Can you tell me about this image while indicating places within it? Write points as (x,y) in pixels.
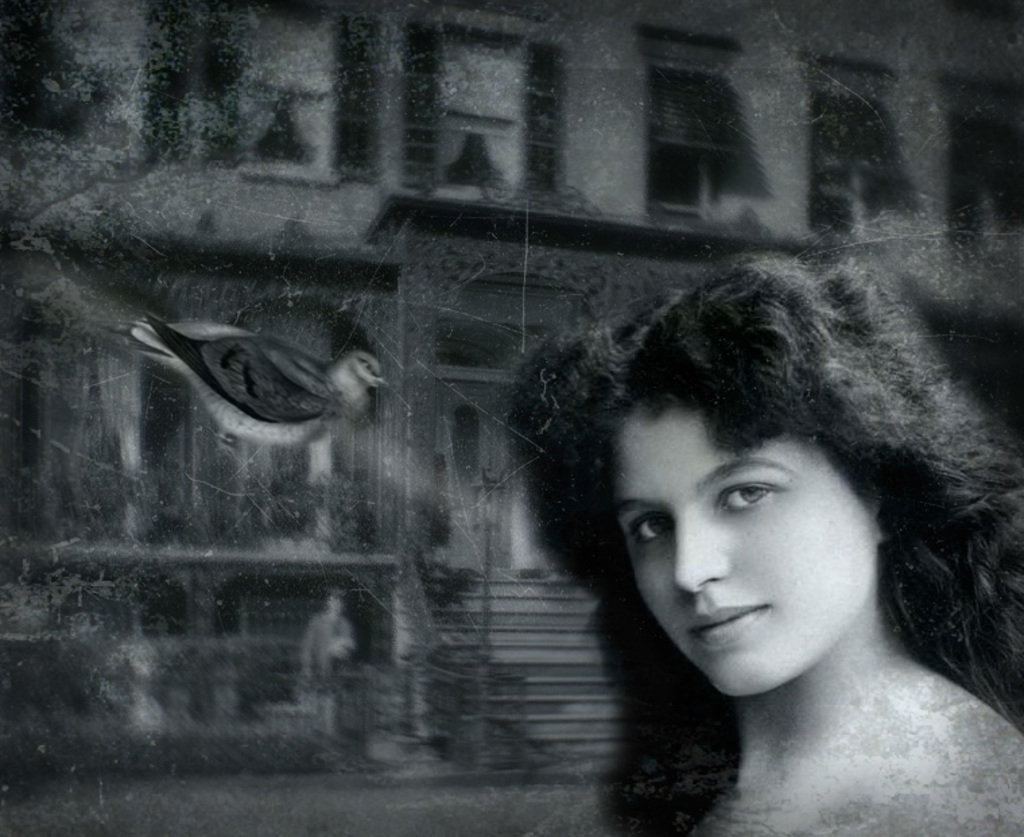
In this picture there is a edited image of the girl (965,603), in the front (738,662) smiling and giving a pose into the camera. Behind there is a bird (324,425) flying in the air and a old building (371,534).
